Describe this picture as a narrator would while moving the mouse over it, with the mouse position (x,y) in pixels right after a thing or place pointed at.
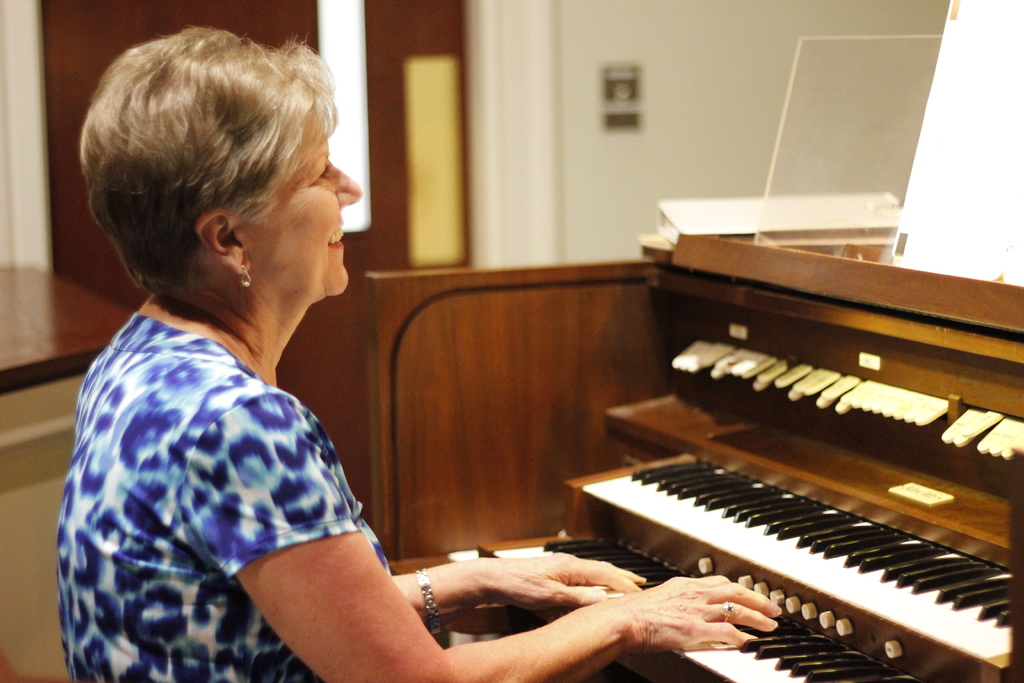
In this picture a lady (255,321) playing an organ (851,575) and looking at the script (929,161) which is placed on top of the organ (849,271). In the background (403,43) we observe a beautiful brown door (384,88).
